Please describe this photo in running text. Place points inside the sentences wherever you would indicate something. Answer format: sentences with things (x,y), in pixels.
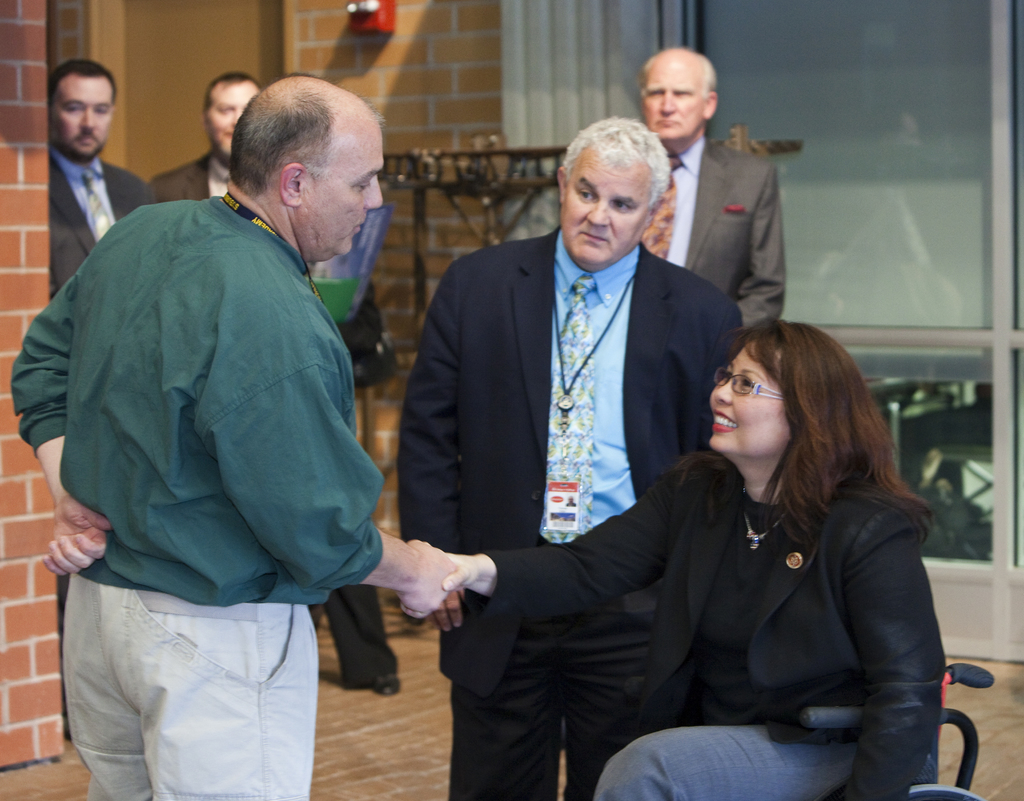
In this picture I can see few people (359,229) standing and a woman (513,576) seated on the wheel chair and I can see a man (157,794) and woman (736,752) shaking their hands (443,575), it looks like a inner view of a building (833,61).
